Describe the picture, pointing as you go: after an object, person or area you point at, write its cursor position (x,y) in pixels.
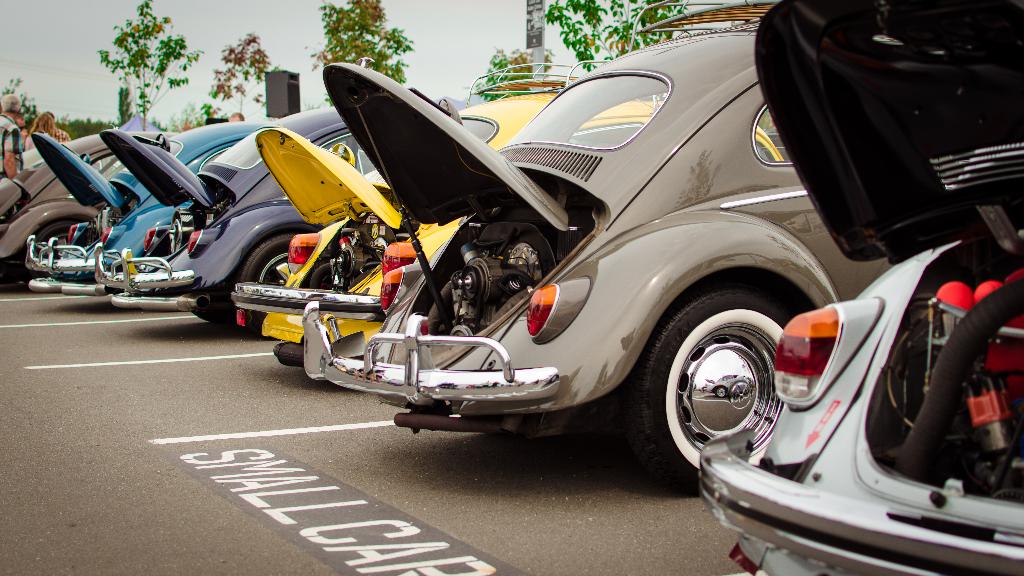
In this image we can see motor vehicles (365,276) parked on the road (566,447) in a row. In the background (296,66) we can see trees (151,55) and sky (100,92).
